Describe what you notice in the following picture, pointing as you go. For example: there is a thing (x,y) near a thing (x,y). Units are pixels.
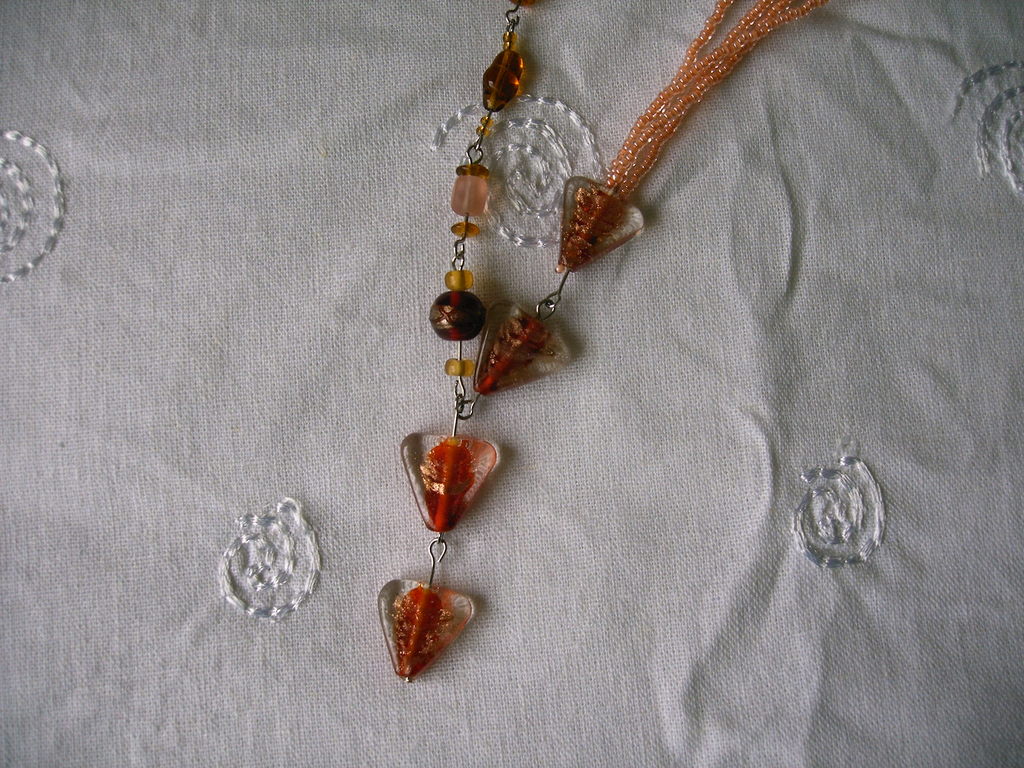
In this image I can see a white color cloth (792,181) and on the cloth (748,425) I can see a colorful chain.
